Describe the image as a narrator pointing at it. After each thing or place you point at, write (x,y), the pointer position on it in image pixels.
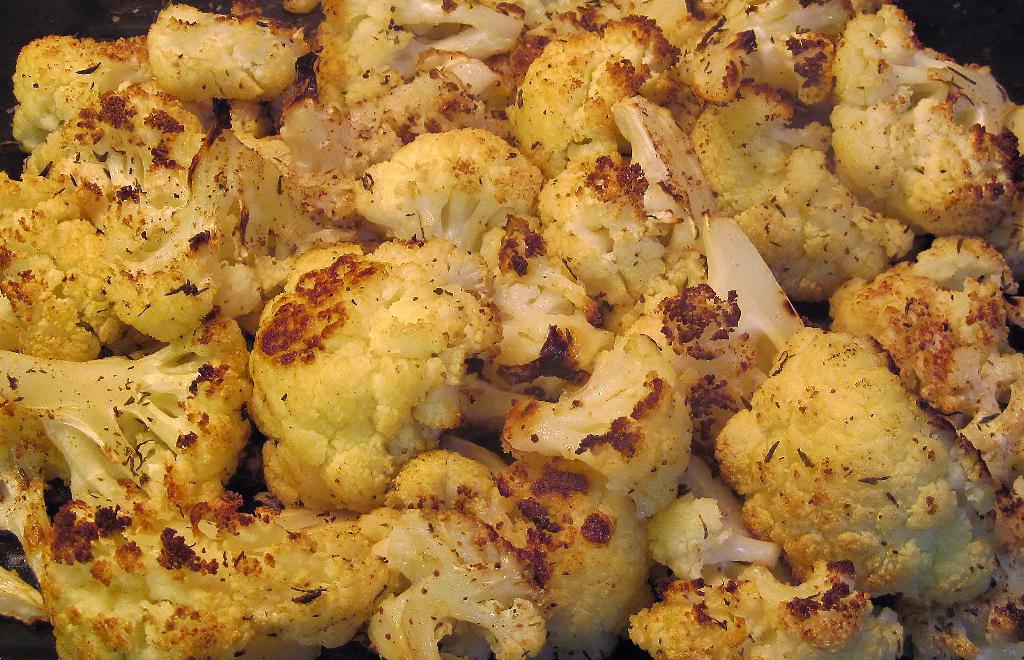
In this image I can see yellow colour pieces (521,227) of cauliflower (586,228).
